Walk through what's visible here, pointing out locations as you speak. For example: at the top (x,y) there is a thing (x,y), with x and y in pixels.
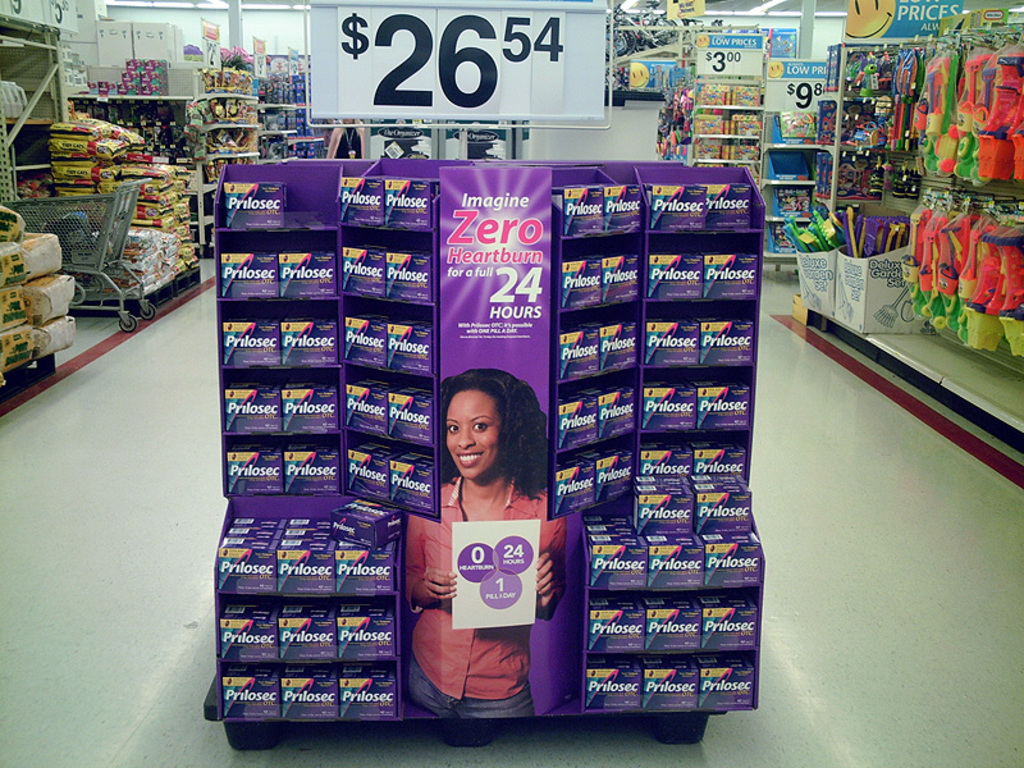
This image is taken indoors. At the bottom of the image (110,702) there is a floor (81,456). In the middle of the image (616,313) there are a few shelves (666,377) with many boxes (310,701) on it and there is a board (485,345) with a text (475,559) and an image (457,575) on it. In the background (157,157) there are many things (865,189) on the shelves (821,151) and there are a few cupboards (164,139) and there is a trolley (105,254).
